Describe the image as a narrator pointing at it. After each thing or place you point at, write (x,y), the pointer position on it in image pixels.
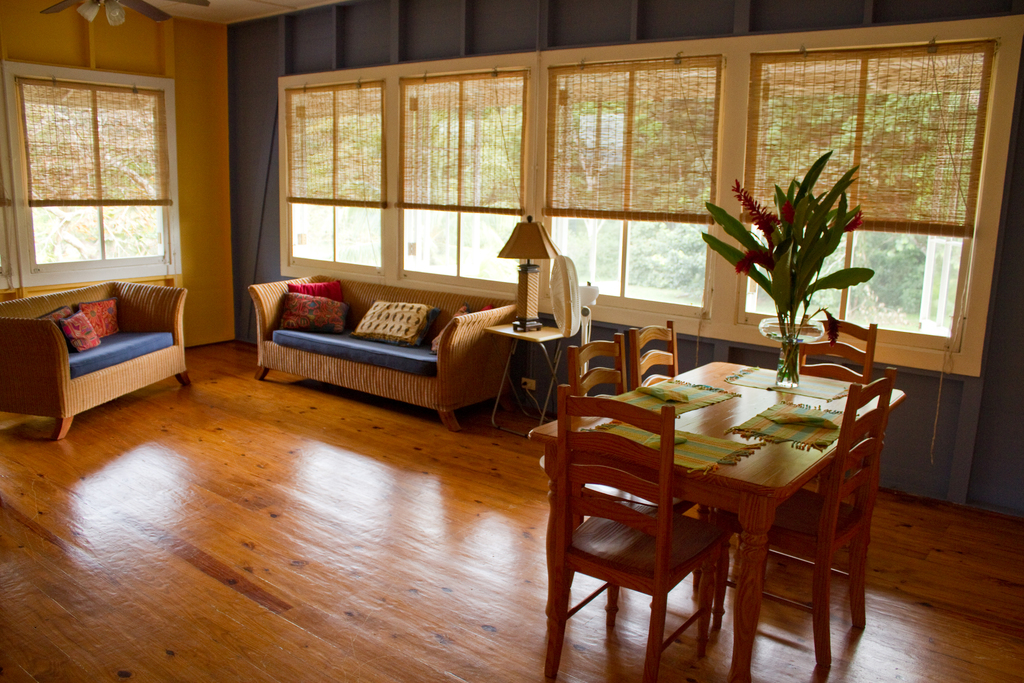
In the picture we can find a house interior (173,178), inside the house (13,510) we can find two sofas (446,307), one dining table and chairs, In a table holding a lamp (526,283) and we can also find the windows (505,265) curtain (27,114) and ceiling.
